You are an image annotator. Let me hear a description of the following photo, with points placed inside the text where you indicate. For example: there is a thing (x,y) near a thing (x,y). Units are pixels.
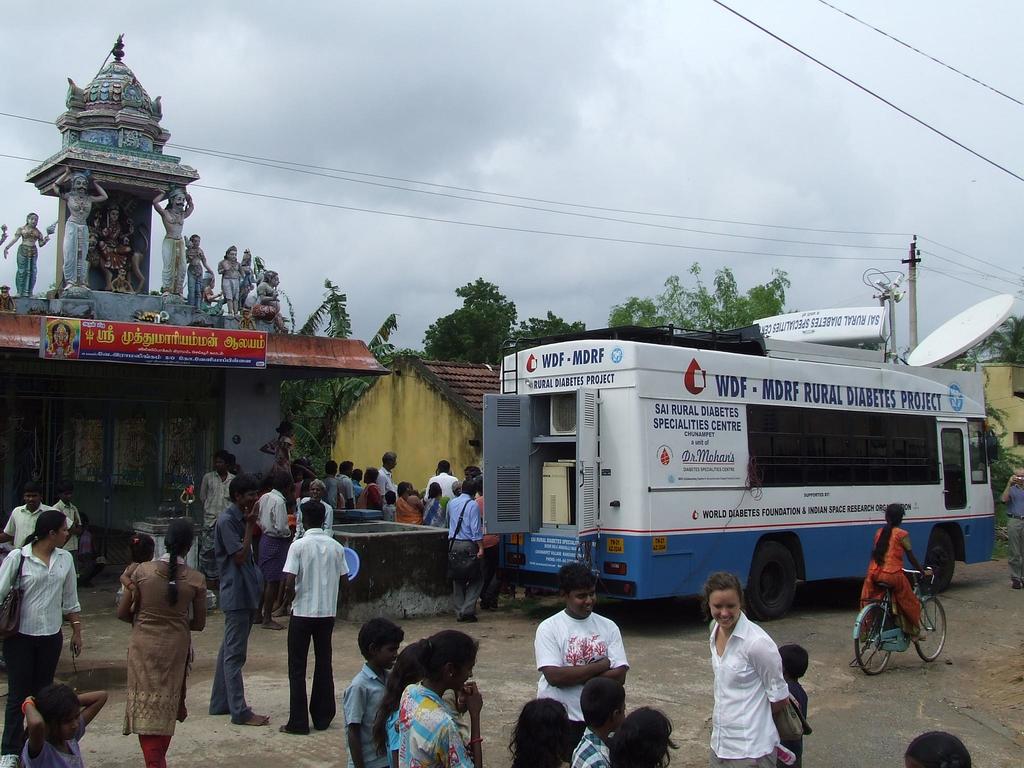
Here we can see group of people (329,621) and a vehicle (515,513) on the road (355,629). There is a girl (916,629) riding a bicycle (925,627). Here we can see trees (541,330), poles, houses (1020,437), and ancient architecture (48,387). There are boards (54,340). In the background (748,232) there is sky (789,162).
